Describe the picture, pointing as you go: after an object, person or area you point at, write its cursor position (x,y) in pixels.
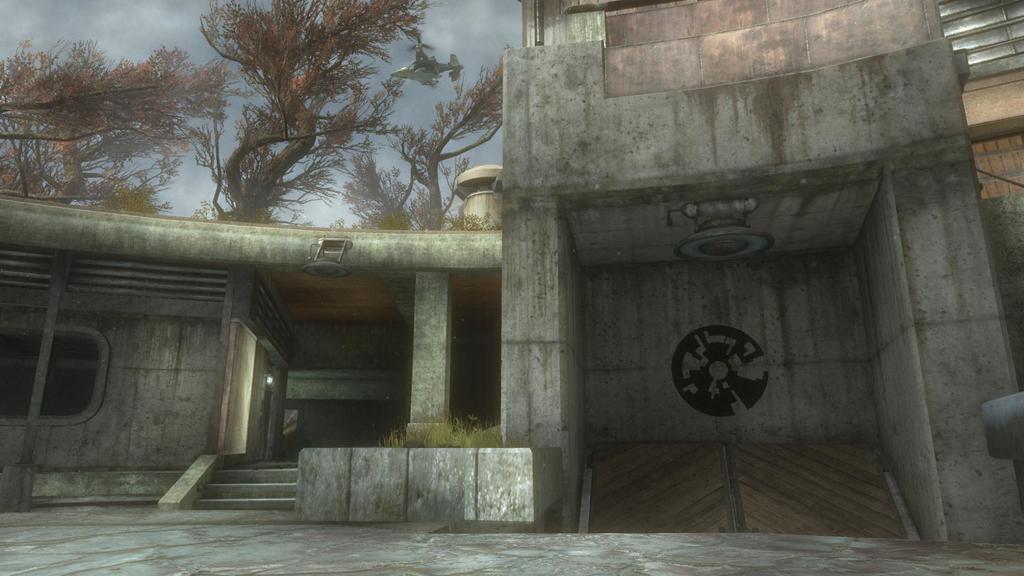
In this picture we can see few buildings (466,303), plants (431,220) and a light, in the background (151,134) we can find few trees (360,90) and a plane (421,56).
